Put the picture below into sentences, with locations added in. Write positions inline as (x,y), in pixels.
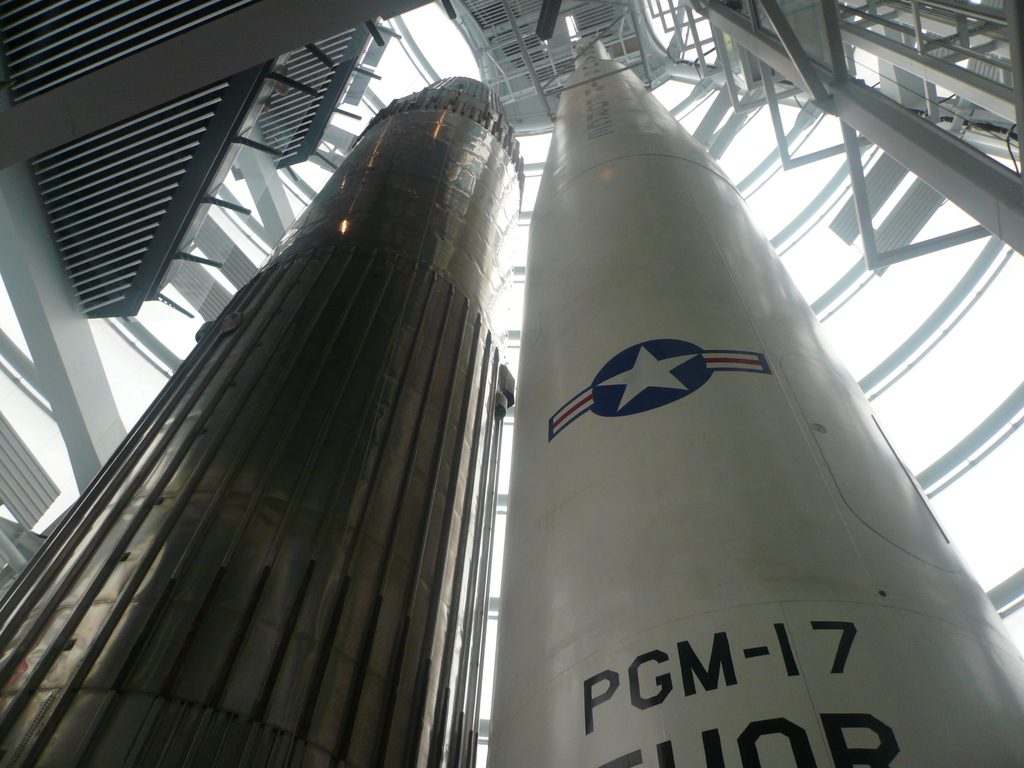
In this image, we can see missiles (440,113) and in the background (775,194), there are rods (656,48) and there is some text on one of the missiles (676,549).
